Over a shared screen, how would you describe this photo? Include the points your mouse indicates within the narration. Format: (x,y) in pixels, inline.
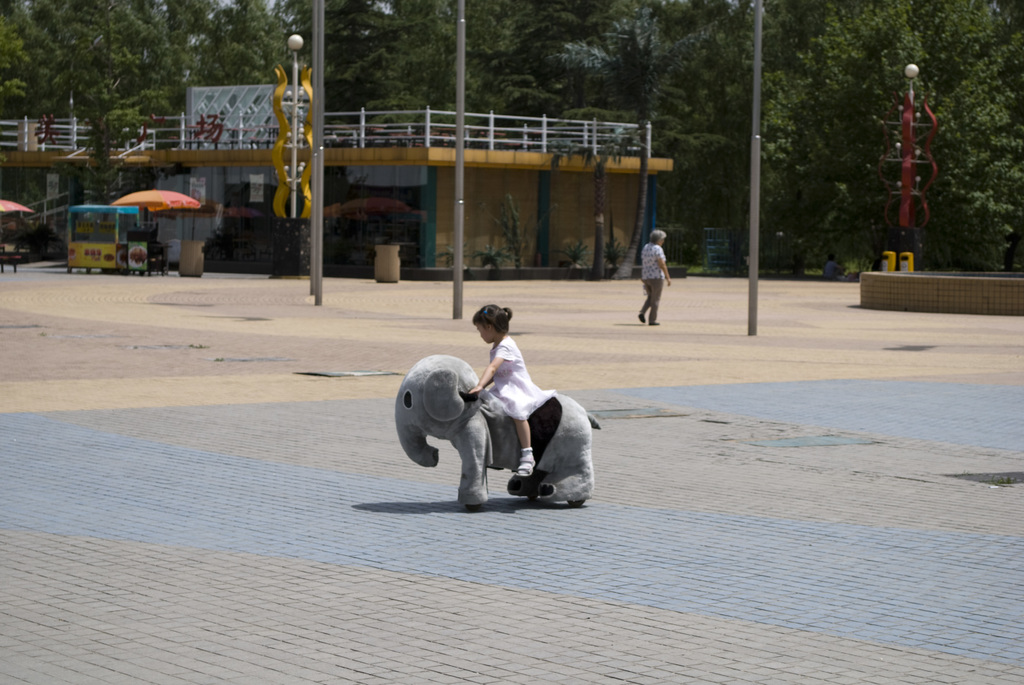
In this image we can see a child (513,341) is sitting on the elephant (446,382) which is on the ground (247,519). Here we can see a person (652,273) is walking on the road (665,335), we can see poles (758,175), light poles (304,223), trash bin (383,258), stall (142,267), umbrellas (147,205), house (232,210) and the trees (117,73) in the background (456,99).
